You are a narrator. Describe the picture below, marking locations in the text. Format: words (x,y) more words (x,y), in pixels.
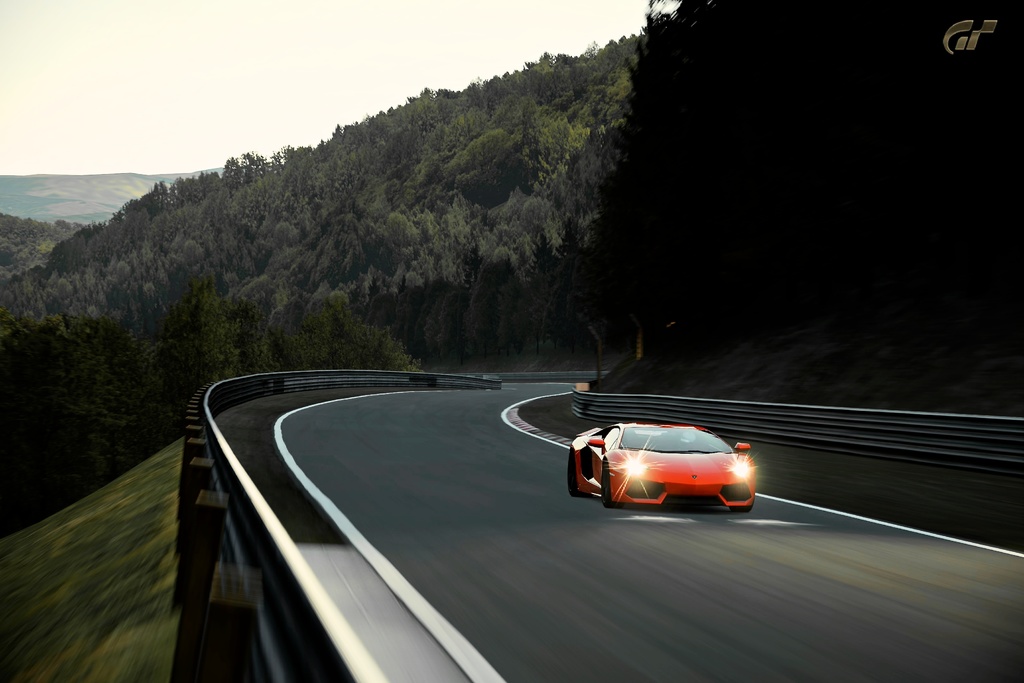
In this picture I can see the road (566,474) in front (521,585), on which there is a orange color car (591,449). In the background (29,458) I can see number of trees (441,243) and the sky (364,57). On the top right corner of this picture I can see the watermark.
